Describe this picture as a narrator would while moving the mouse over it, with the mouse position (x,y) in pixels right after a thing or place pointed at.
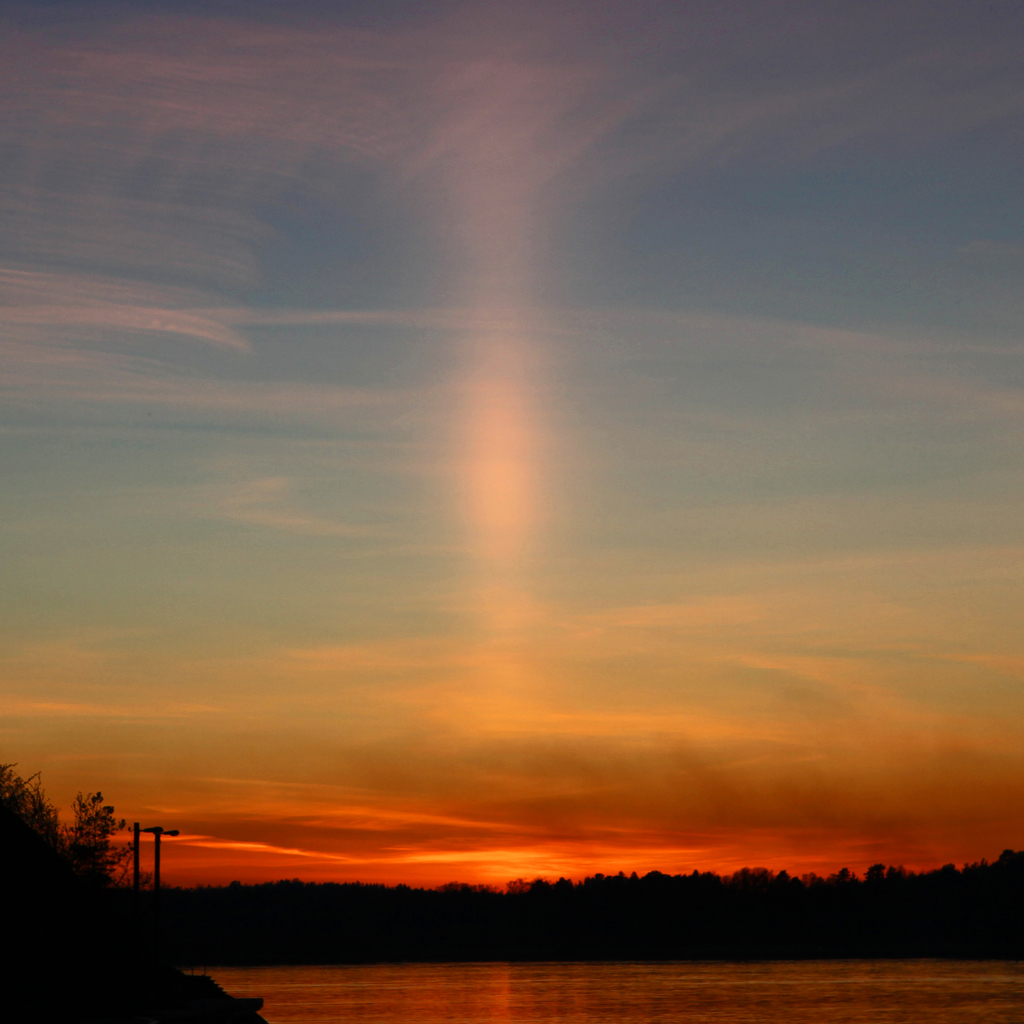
In this picture we can see water (294,996), trees (124,907), poles (155,878) and in the background (178,872) we can see the sky (600,264) with clouds (277,517).
